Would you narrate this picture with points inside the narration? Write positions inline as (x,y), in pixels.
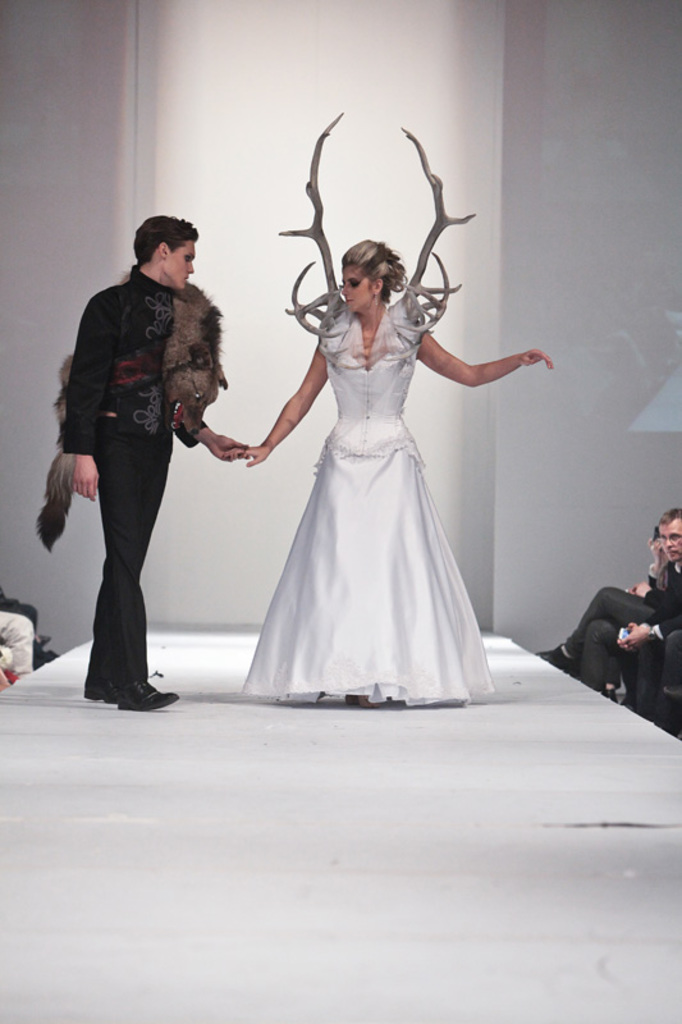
In the center of the image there is a person (159,470) wearing black color dress (157,435) and there is a animal skin (174,338) on him. Beside him there is a lady (374,325) wearing white color dress (337,518). There are people (597,621) sitting on chairs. At the bottom of the image (310,895) there is white color floor (356,895). In the background of the image (565,208) there is wall (234,113) and screen (527,143).
